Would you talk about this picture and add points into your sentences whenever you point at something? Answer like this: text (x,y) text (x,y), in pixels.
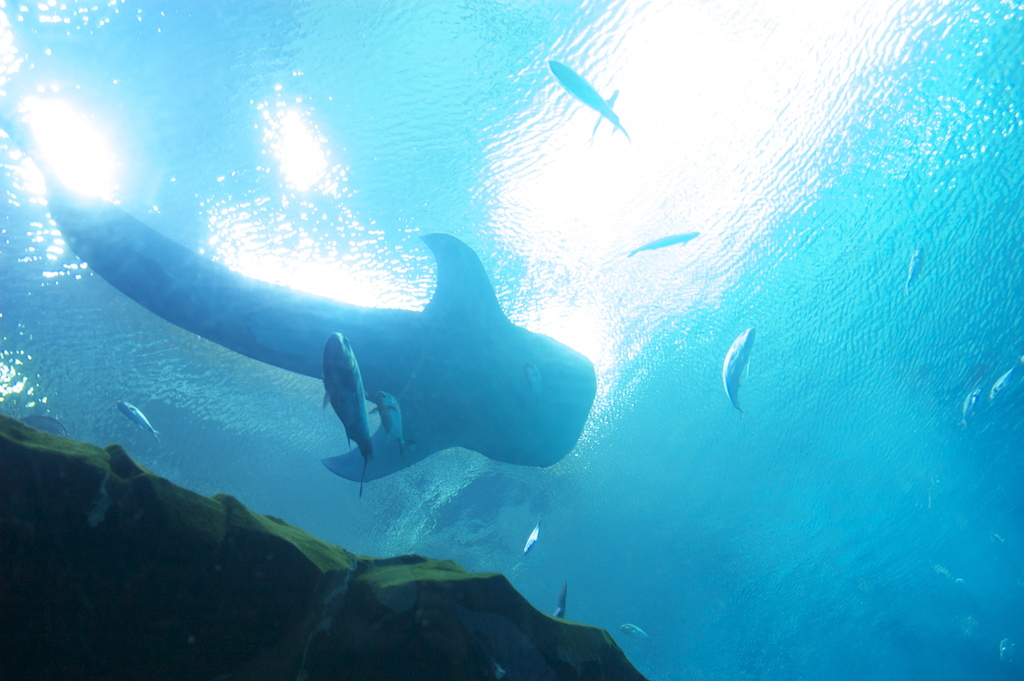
In this image we can see the fishes (278,328) and rock (21,525) underwater.
